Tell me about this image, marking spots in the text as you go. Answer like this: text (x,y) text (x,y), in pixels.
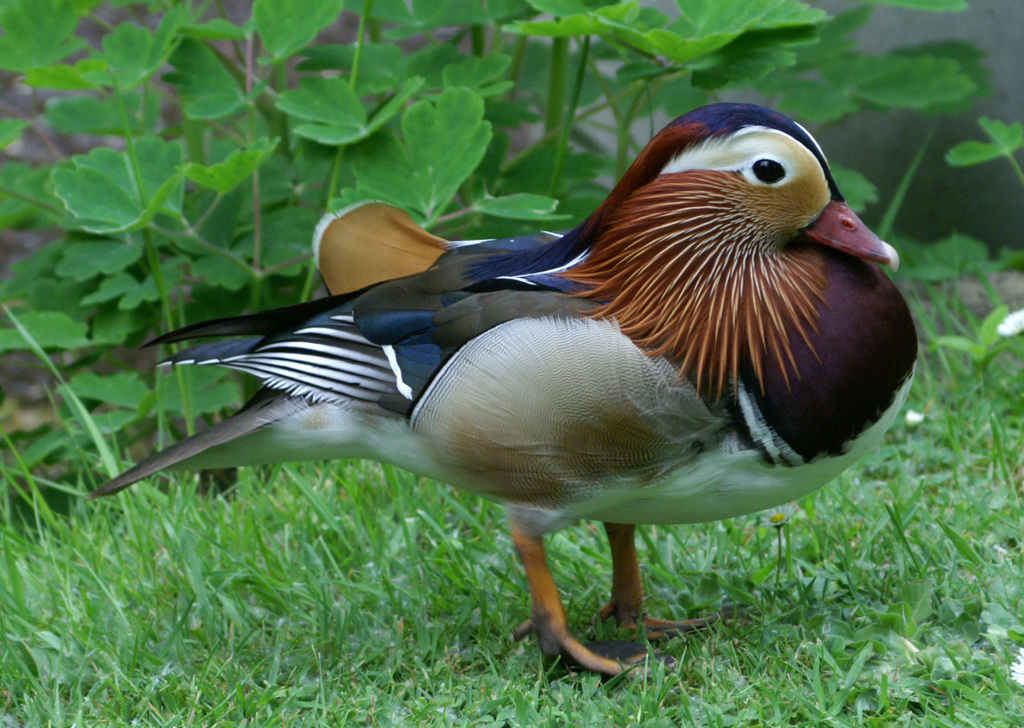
In this image I can see grass (509,554) and on it I can see a bird (463,384) is standing. I can see colour of the bird (506,384) is white, blue, brown and little bit black. In the background (177,200) I can see number of green colour leaves (305,173).
